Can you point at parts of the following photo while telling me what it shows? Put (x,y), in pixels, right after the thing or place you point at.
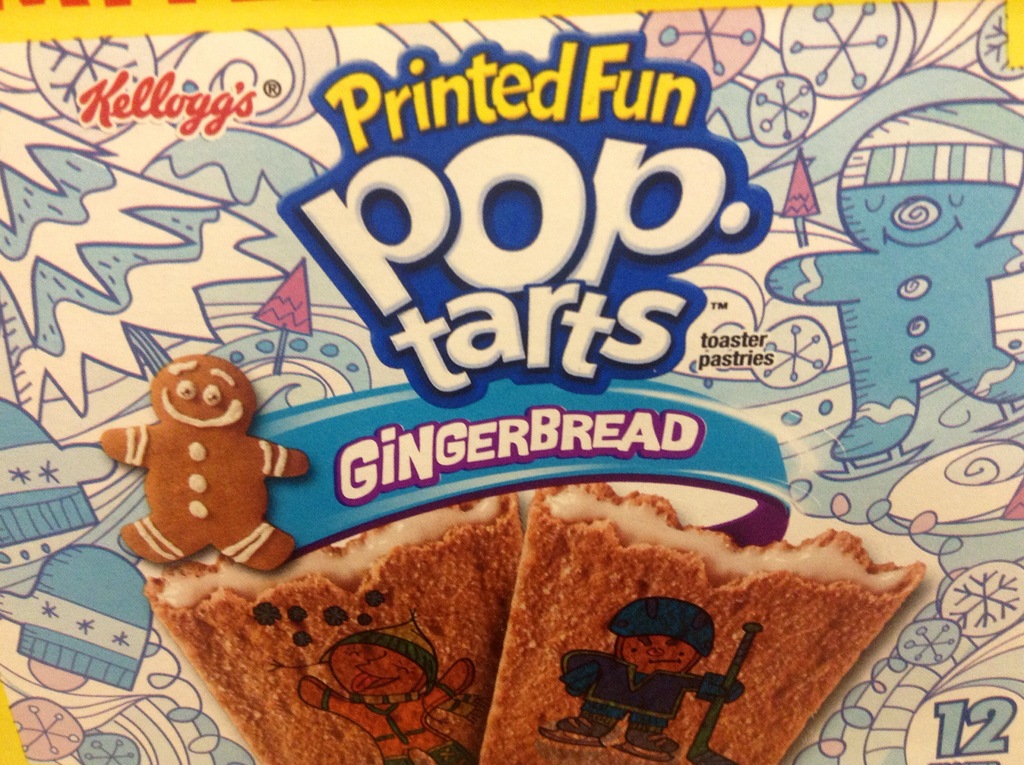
In this image I can see the food (445,555) and the food (467,581) is in brown and cream color. The background (1015,372) is in multi color and I can see something written in the image.
